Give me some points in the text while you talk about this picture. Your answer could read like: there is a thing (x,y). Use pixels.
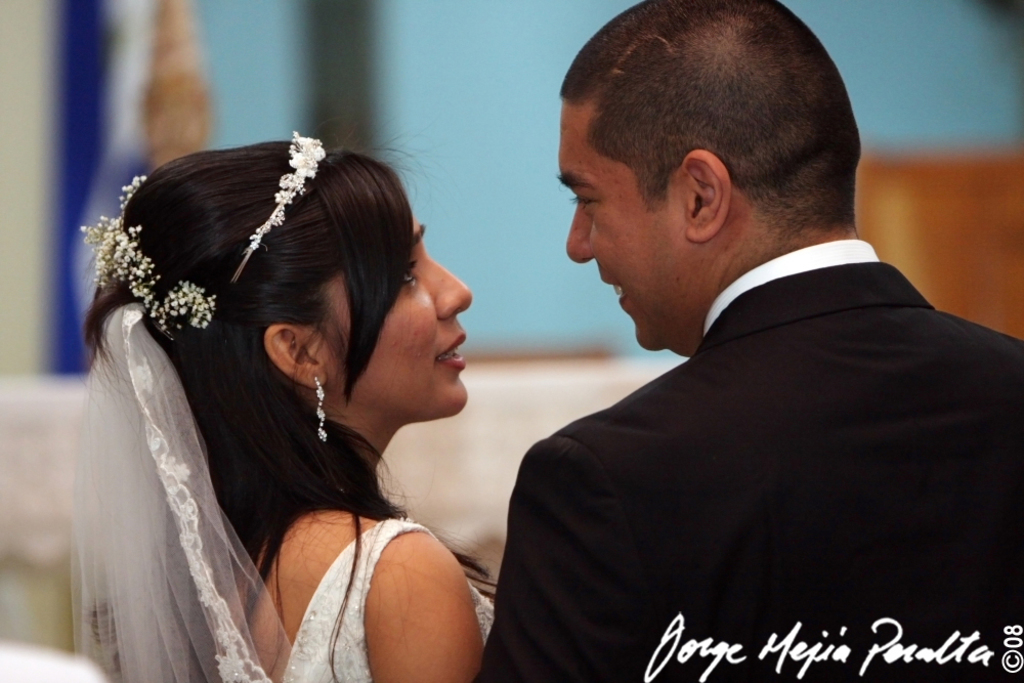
In the image there is a couple (412,374) looking at each other and the background of the couple (418,350) is blur.
